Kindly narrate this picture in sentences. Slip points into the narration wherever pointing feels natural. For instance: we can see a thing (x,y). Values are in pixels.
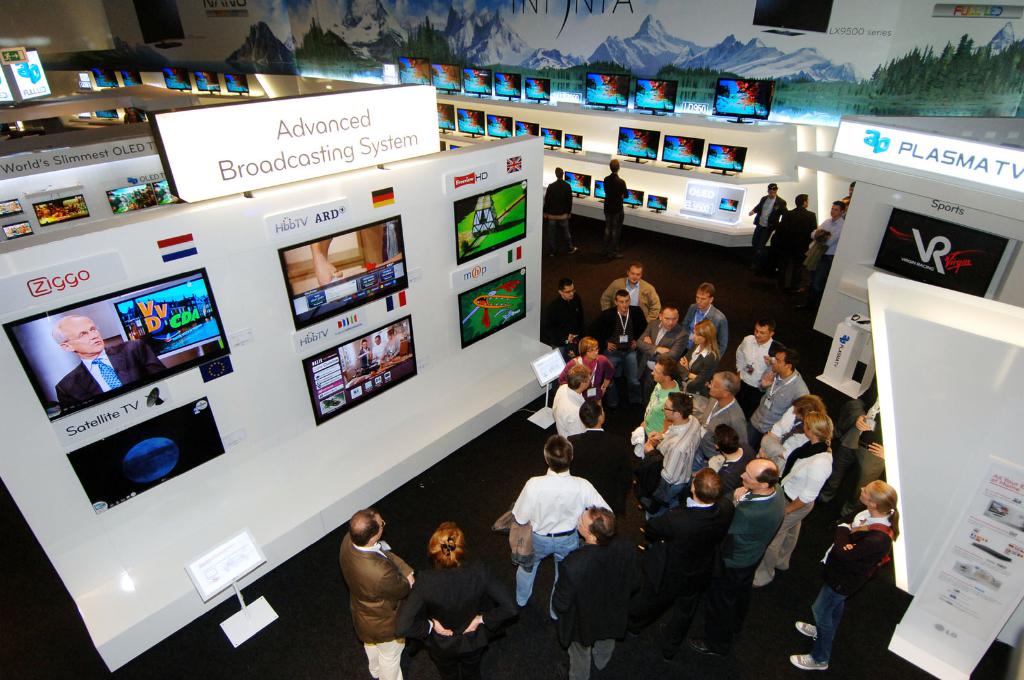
In this image I can see the group of people (616,506) standing. And these people (657,411) are wearing the different color dresses (613,354). These people (383,621) are standing In-front of the board (248,501). And I can see many screens (303,311) to the board (447,269). There are many screens (653,101) in the back (694,160). I can also see the banner (437,60) in the back (537,40). To the right (962,508) there are boards (928,521) and few more screens (983,274).
